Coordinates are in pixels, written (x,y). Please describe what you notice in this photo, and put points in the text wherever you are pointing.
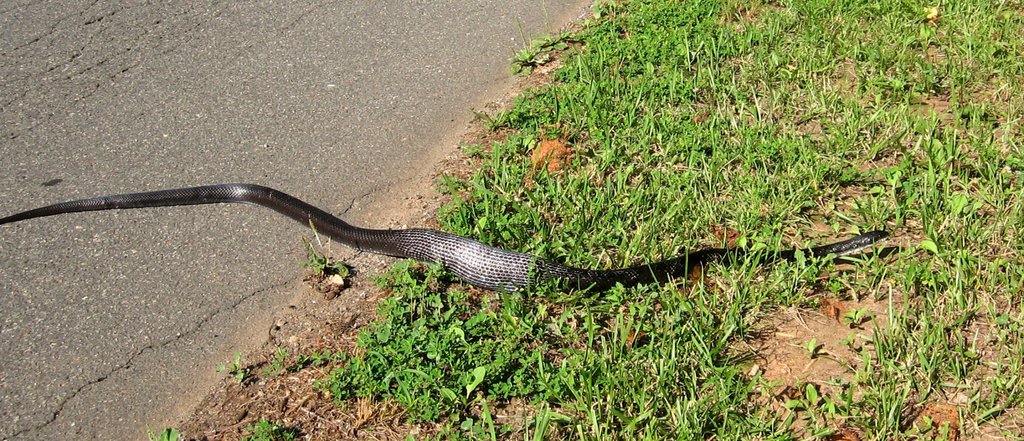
In the foreground (628,281) I can see a snake (344,236) on the grass (691,329). This image is taken may be on the road (460,105) during a day.
